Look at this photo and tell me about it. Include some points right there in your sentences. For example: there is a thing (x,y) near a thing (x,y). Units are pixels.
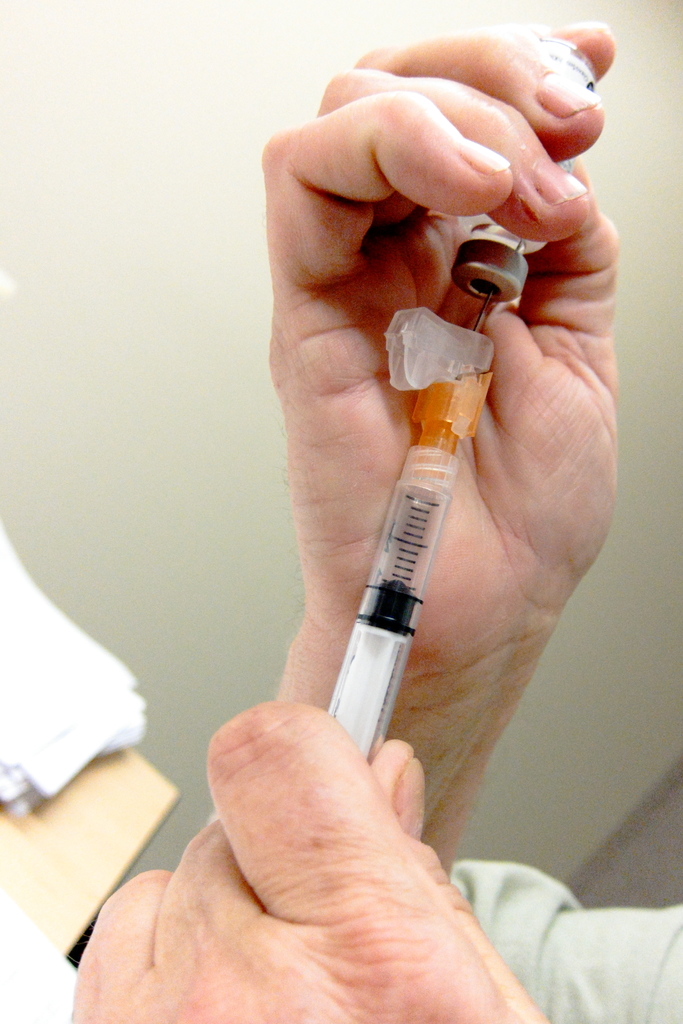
In this image I can see hands (443,312) of a person (342,537) is holding an injection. I can also see a bottle (563,52) over here. In the background (12,746) I can also see few white colour things (116,692) and I can see this image is little bit blurry from background (113,82).
